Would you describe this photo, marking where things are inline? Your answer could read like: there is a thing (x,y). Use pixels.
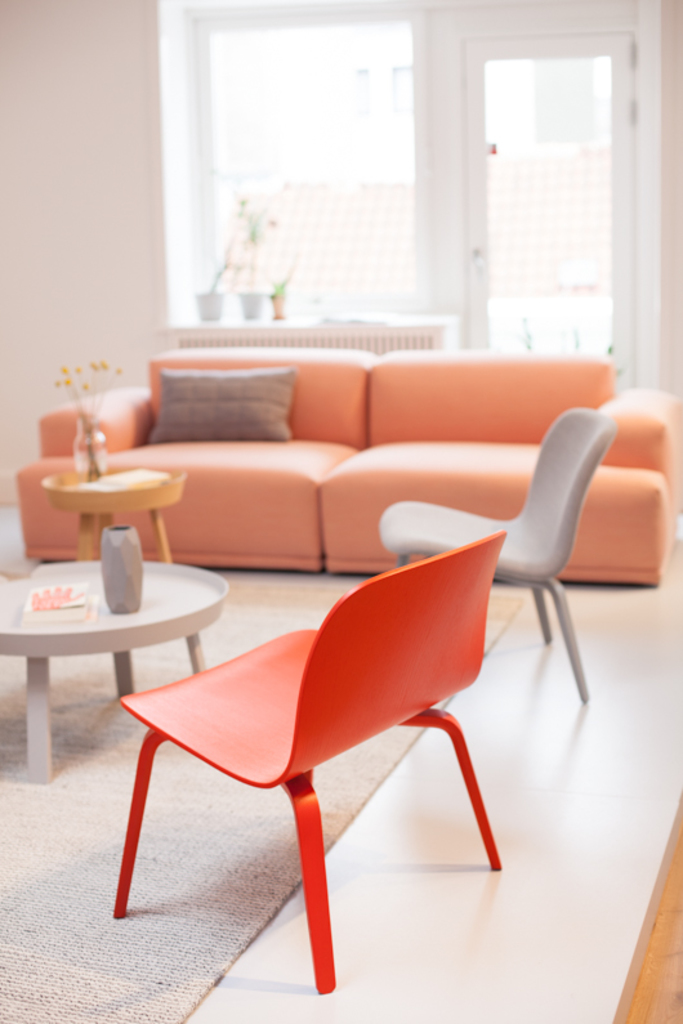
In this image there are two chairs (499,558), one is in red color and other is in white. On the table (68,579) there is a vase (125,595) and a book (49,602). On the bottom (228,898) there is a white color carpet (192,899). In the center of the image (441,472) there is a orange couch (318,414) and a pillow (239,413). On the background (333,126) there is a window (339,135) beside that there is a door (506,156).
